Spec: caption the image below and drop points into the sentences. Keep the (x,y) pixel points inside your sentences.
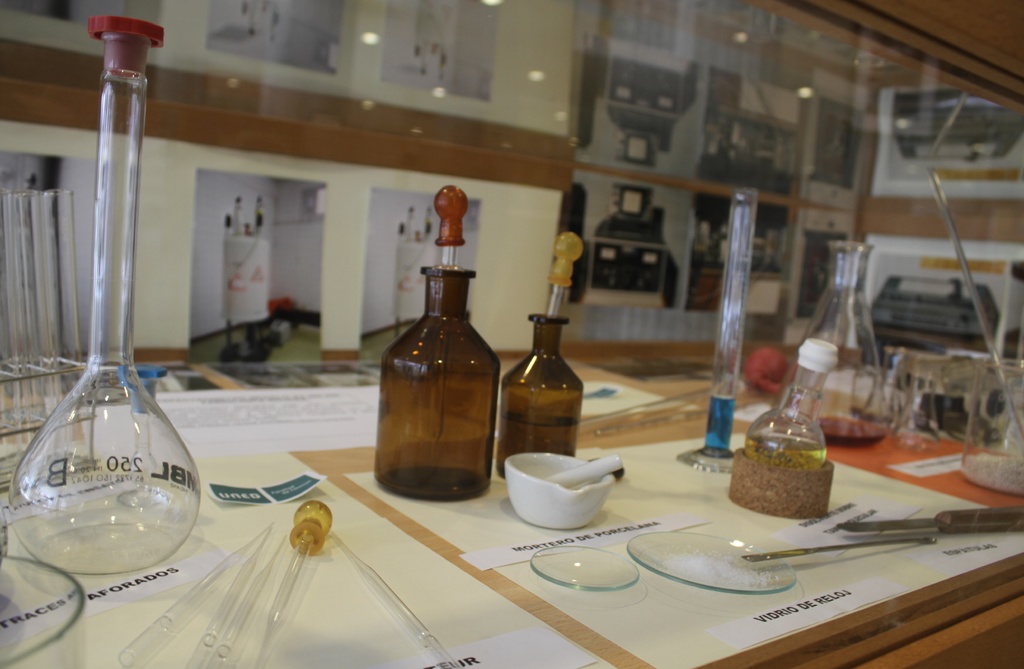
This is a wooden table (341,473) where a glass flask (121,426) and other chemical components (432,427) are kept on it.
